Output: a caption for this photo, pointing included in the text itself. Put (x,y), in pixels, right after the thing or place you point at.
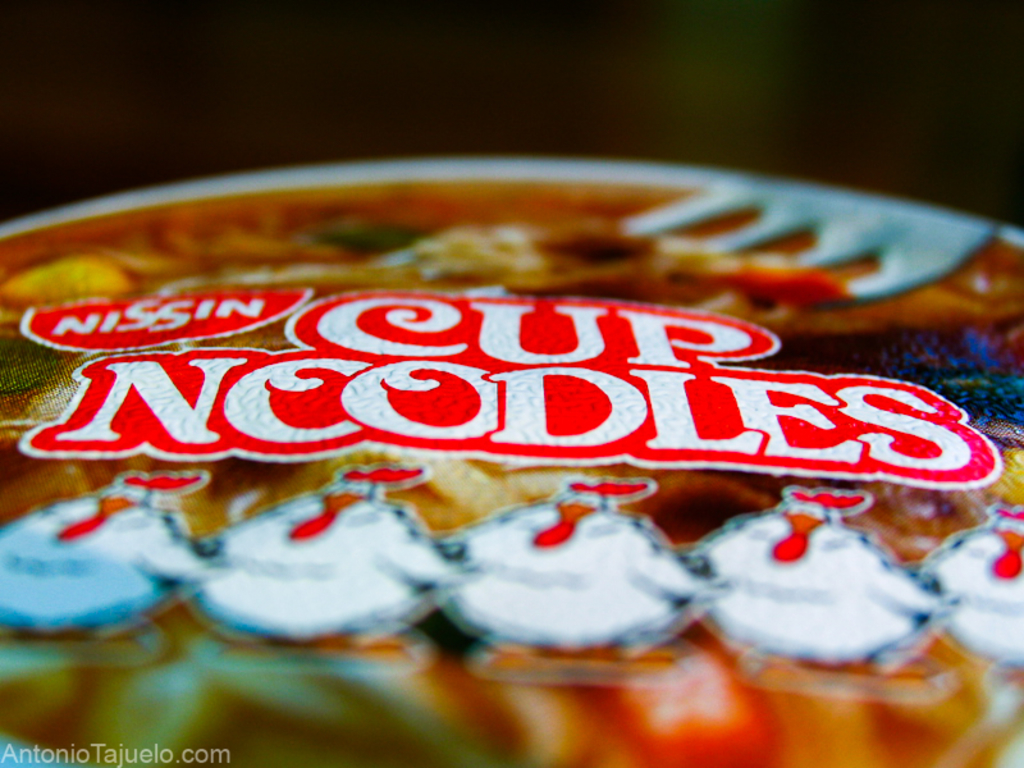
In this image there is a cup noodles (337,462).
